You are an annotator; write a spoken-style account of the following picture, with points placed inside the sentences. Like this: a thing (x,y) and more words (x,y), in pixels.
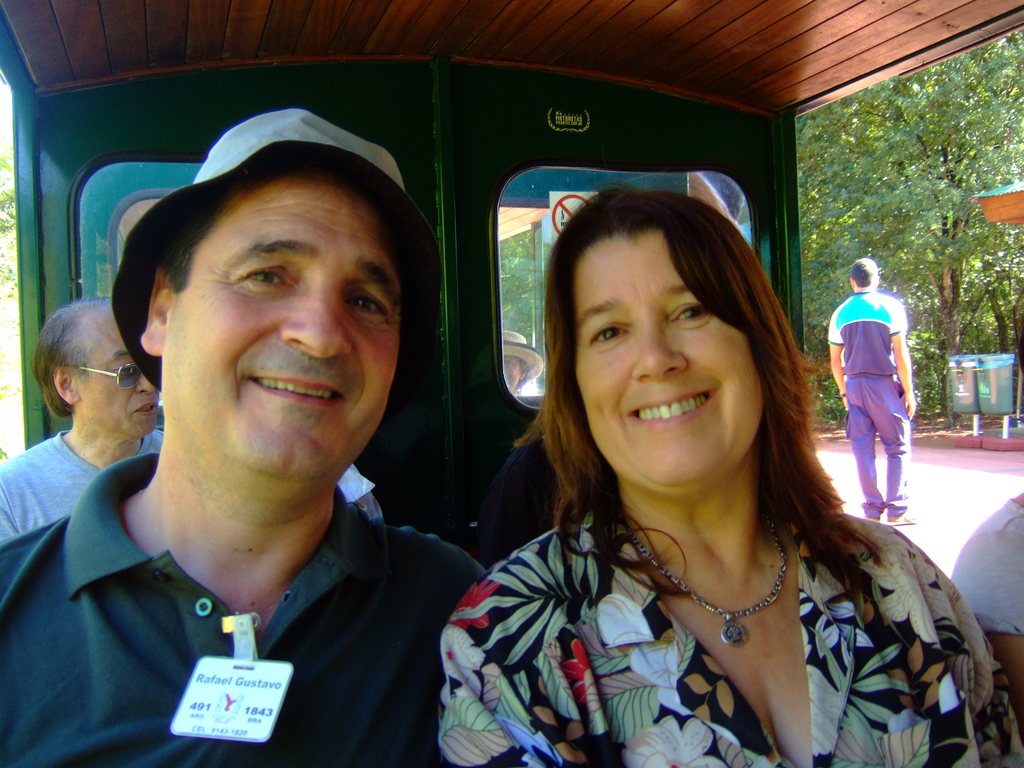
Here I can see few people (329,693) sitting in a vehicle (32,393). In the foreground (200,659) a man (310,602) and woman (589,442) are smiling and giving pose for the picture. On the right side (872,340) there is a person (867,305) standing on the floor (947,516). In the background (925,161) there are trees (900,153) and also there are two dustbins (980,394).
